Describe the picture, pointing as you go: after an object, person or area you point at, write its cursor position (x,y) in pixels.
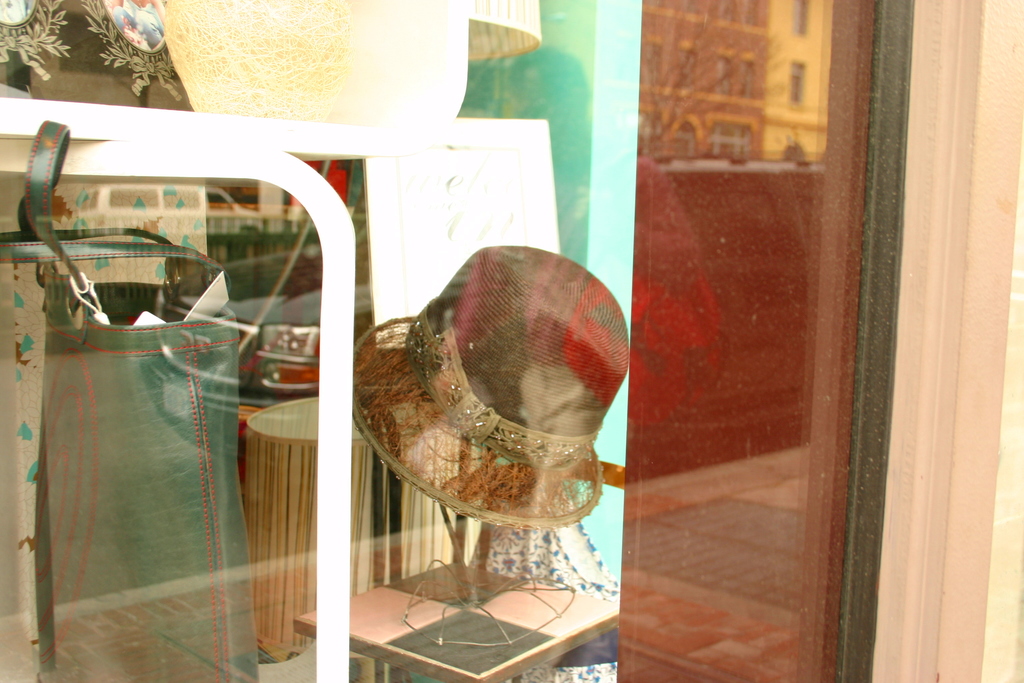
In this picture, we can see the glass window (820,288), and we can see some objects (615,603) from the glass (808,606) like hats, bags (64,492), and we can see some reflection (741,41) on the glass (13,141) like tree (651,78) and a building (756,96) with windows (747,83).
